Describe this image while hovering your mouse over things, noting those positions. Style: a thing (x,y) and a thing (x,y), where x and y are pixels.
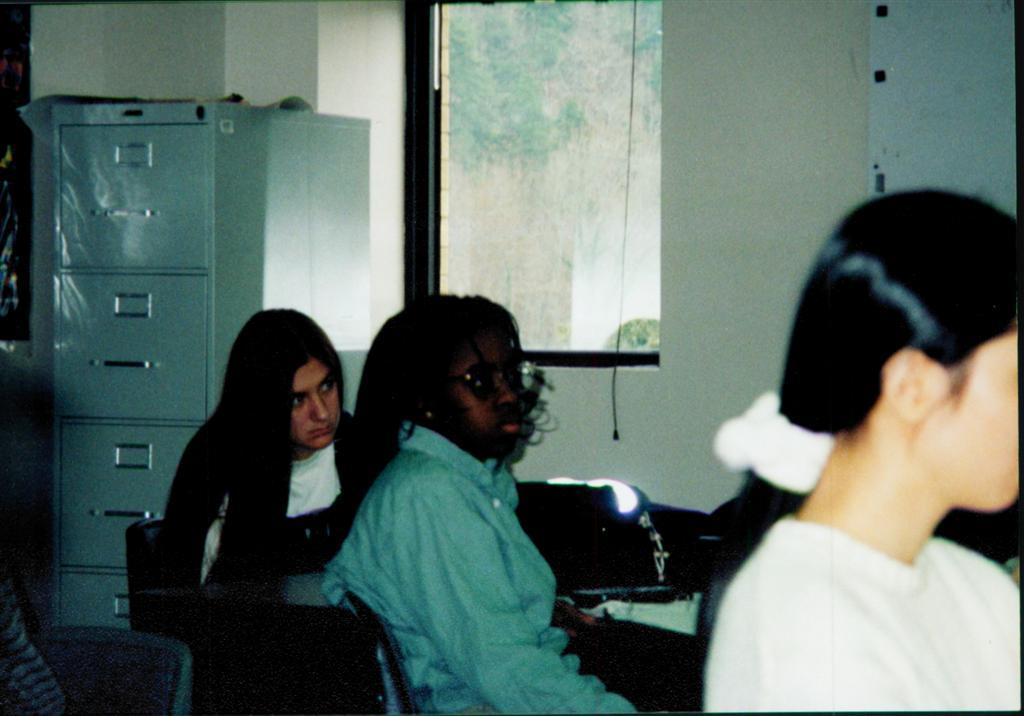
In this picture we can see two women (430,519) sitting on the chair (224,590). There are black objects (661,535). We can see a person (864,632) on the right side (863,646). There is another person (39,674) on the left side (26,661). We can see a window (432,273). Through this window (472,145) we can see a few trees (471,158).
